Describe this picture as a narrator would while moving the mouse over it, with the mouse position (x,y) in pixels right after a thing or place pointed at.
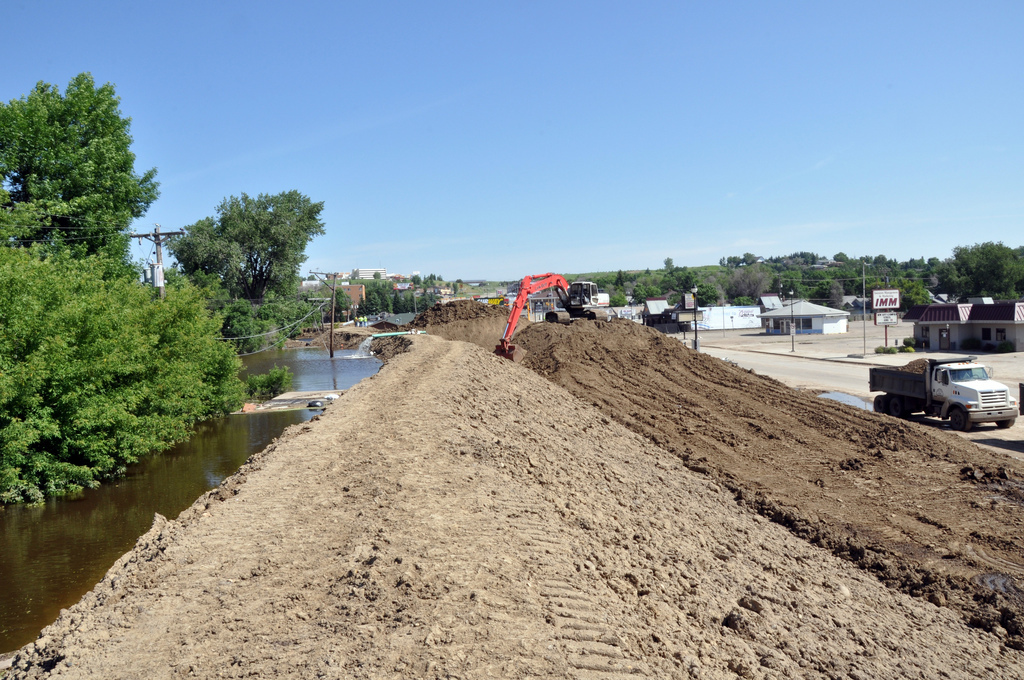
As we can see in the image there is a clear sky (550,139) there are three trees (43,146) in the corner and in between there is a pole (161,262) beside the trees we can see there is a path of river (188,467) and in between there is a path of mud and soil (641,463) and beside it there is a road (797,372) and we can see a truck (923,381) carrying the mud (914,371) and there are houses (848,313) and there is a trees (979,271) and forest (806,288) behind it.
